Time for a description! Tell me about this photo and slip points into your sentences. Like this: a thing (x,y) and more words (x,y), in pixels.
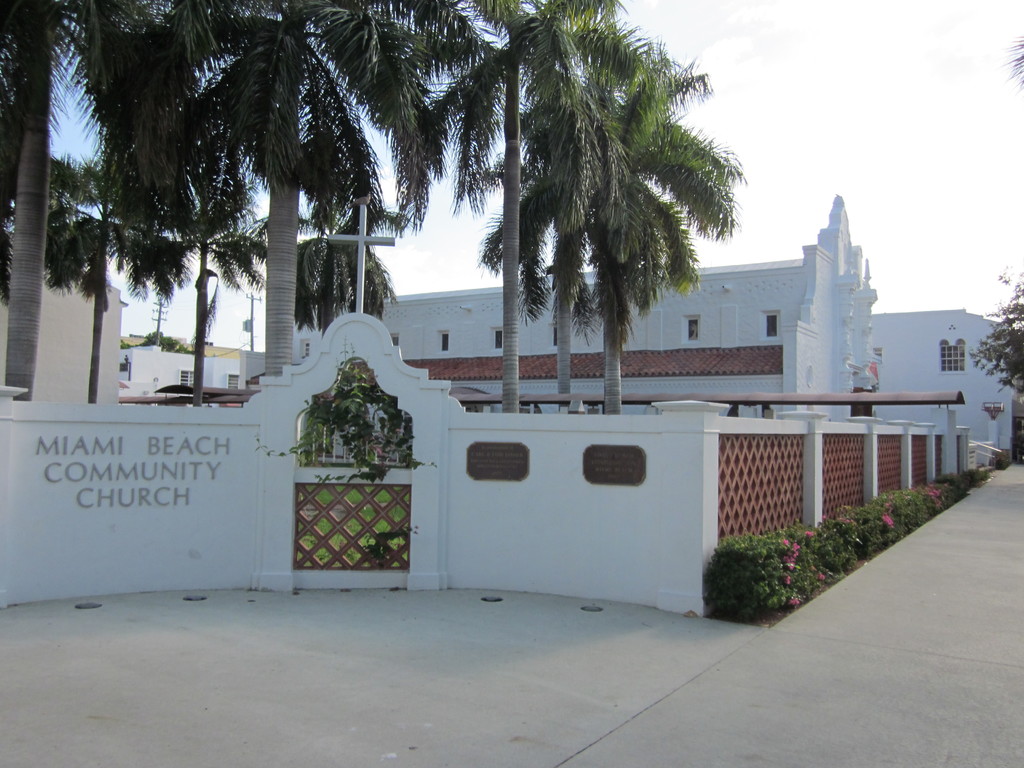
In this picture there is a white color church (718,327). In the front (408,433) there is a white boundary (657,518) with some plants (780,569). On the left side (185,460) there is a church naming board (185,479). Behind there are some coconut trees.
